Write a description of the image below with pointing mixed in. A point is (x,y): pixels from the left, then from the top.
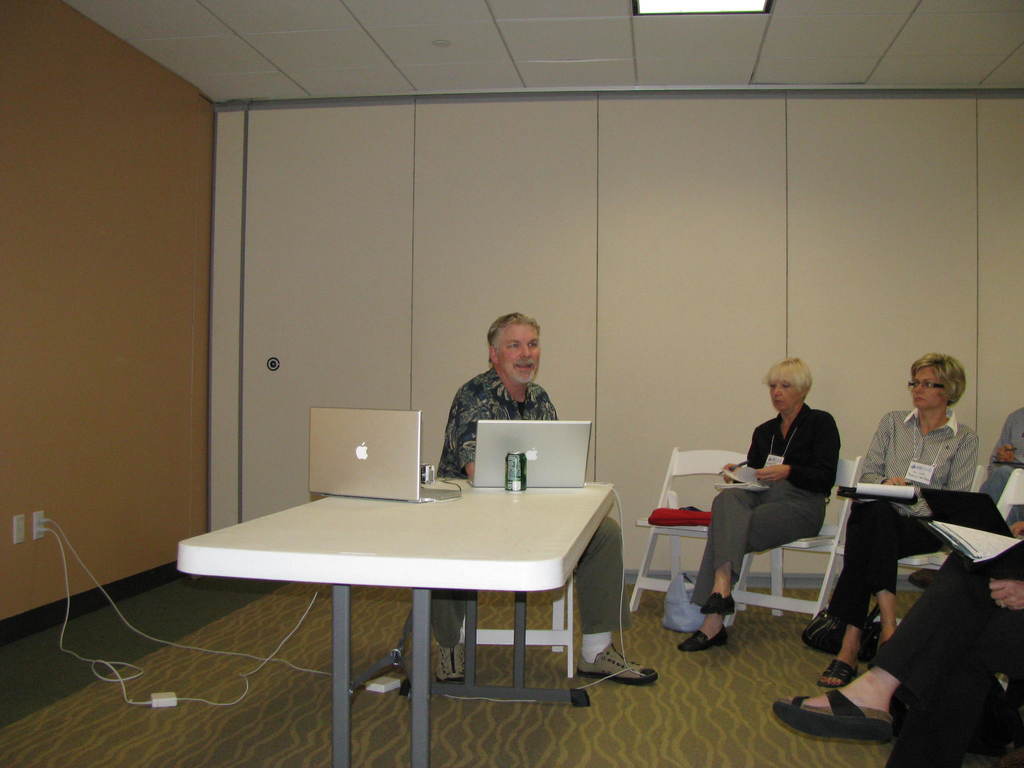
In this picture we can see some of the women (915,512) sitting on the right side of the picture (837,558), in the middle (493,412) the man (502,395) is sitting in front of a table (463,521) and there are two laptops (551,482) on the table (528,515) and a tin (525,481), in the background (436,363) we can see a wall (495,219) and in the top of the image (671,9) we can see a light (688,5).
